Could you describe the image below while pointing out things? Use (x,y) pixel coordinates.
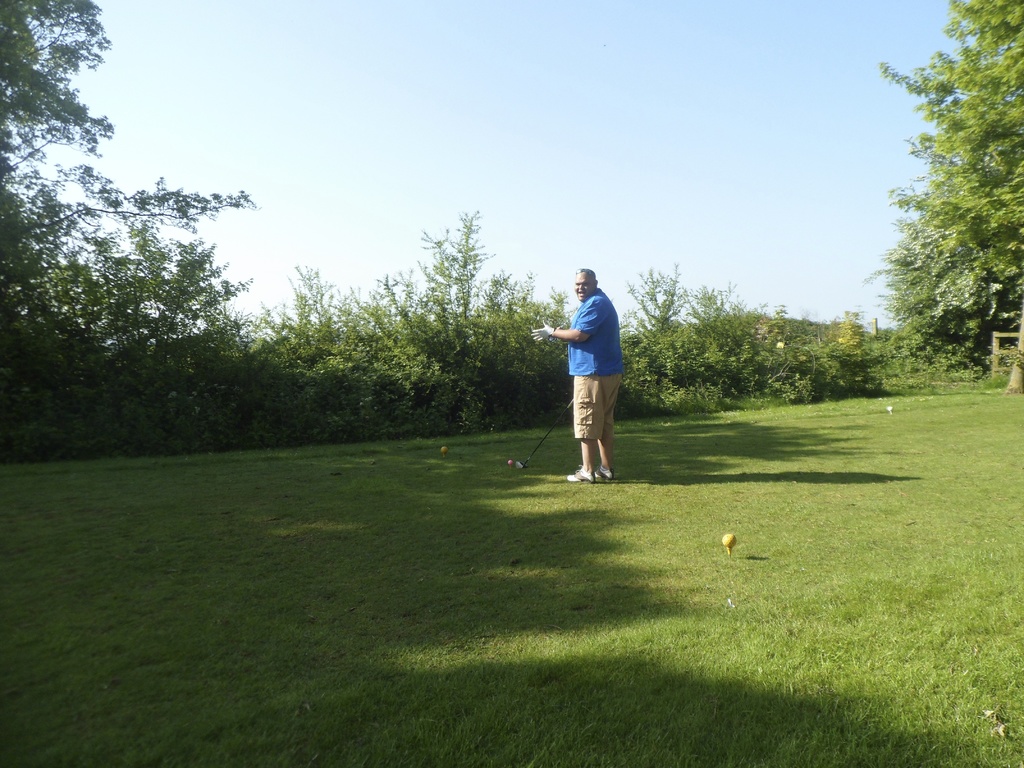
In the image there is a man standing on the ground (495,608) he is playing golf game, there are a lot of trees (671,284) and plants (87,364) around the man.
